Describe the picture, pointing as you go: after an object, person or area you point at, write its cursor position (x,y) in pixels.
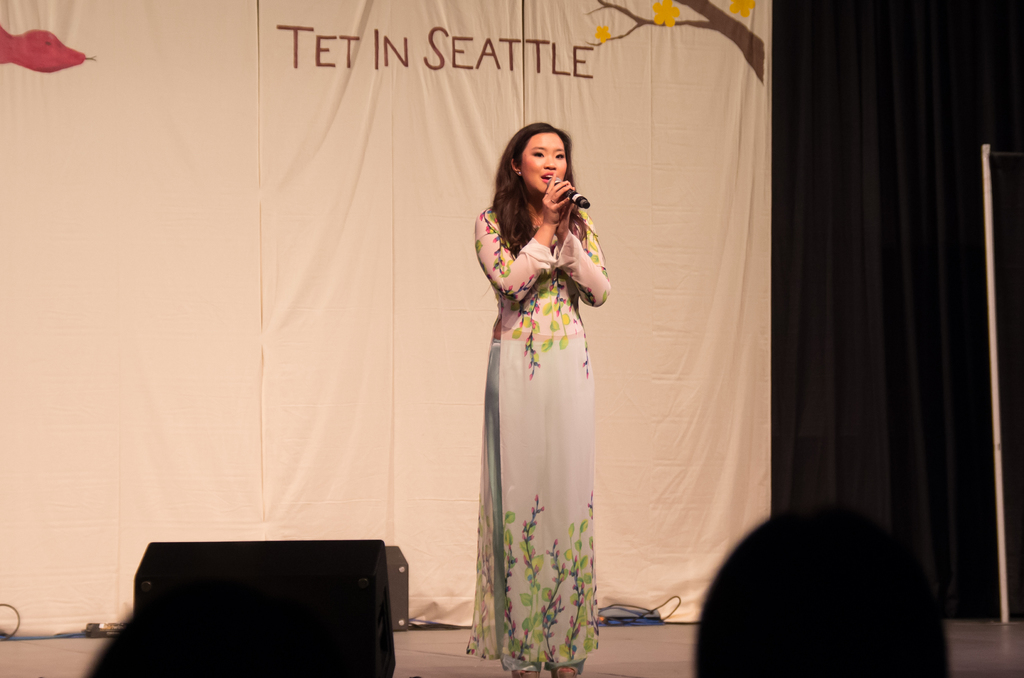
In this picture I can see a woman (538,336) is standing on the stage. The woman (536,360) is holding a microphone (556,183) in the hand (561,216) and wearing a white color dress (551,452). In the background (373,182) I can see banner (382,162) on which something written on it. On the right side (898,289) I can see black color curtains (894,396).
